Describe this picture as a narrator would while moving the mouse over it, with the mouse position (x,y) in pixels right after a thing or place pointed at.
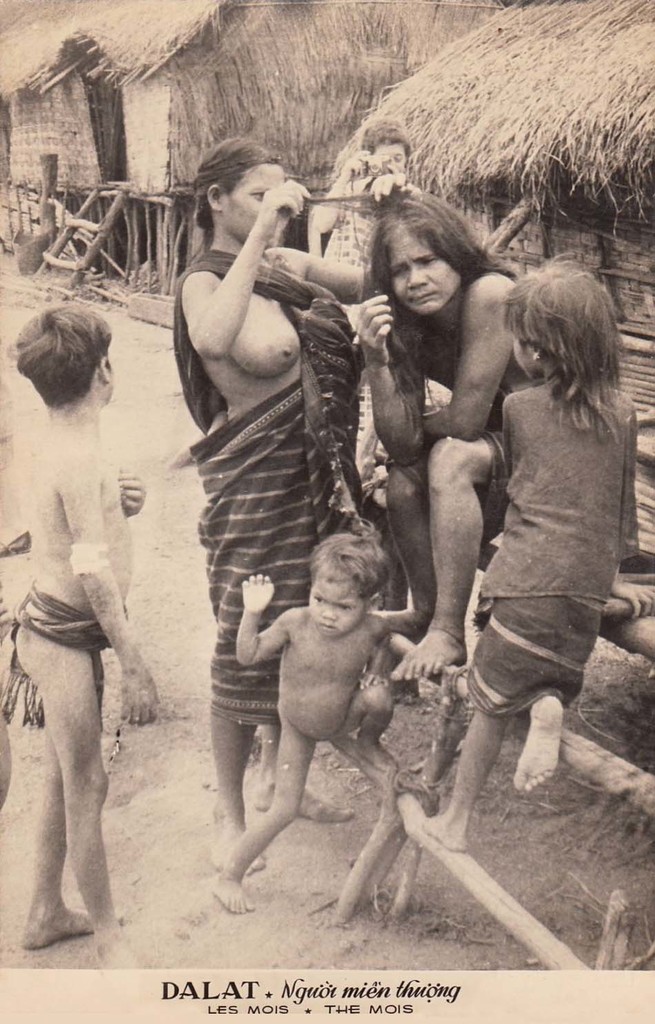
This is a black and white image. Here I can see a woman (257,400) and few children (502,558). In the background (264,109) there are two huts (329,84). At the bottom of this image (260,995) I can see the text (295,1000).
